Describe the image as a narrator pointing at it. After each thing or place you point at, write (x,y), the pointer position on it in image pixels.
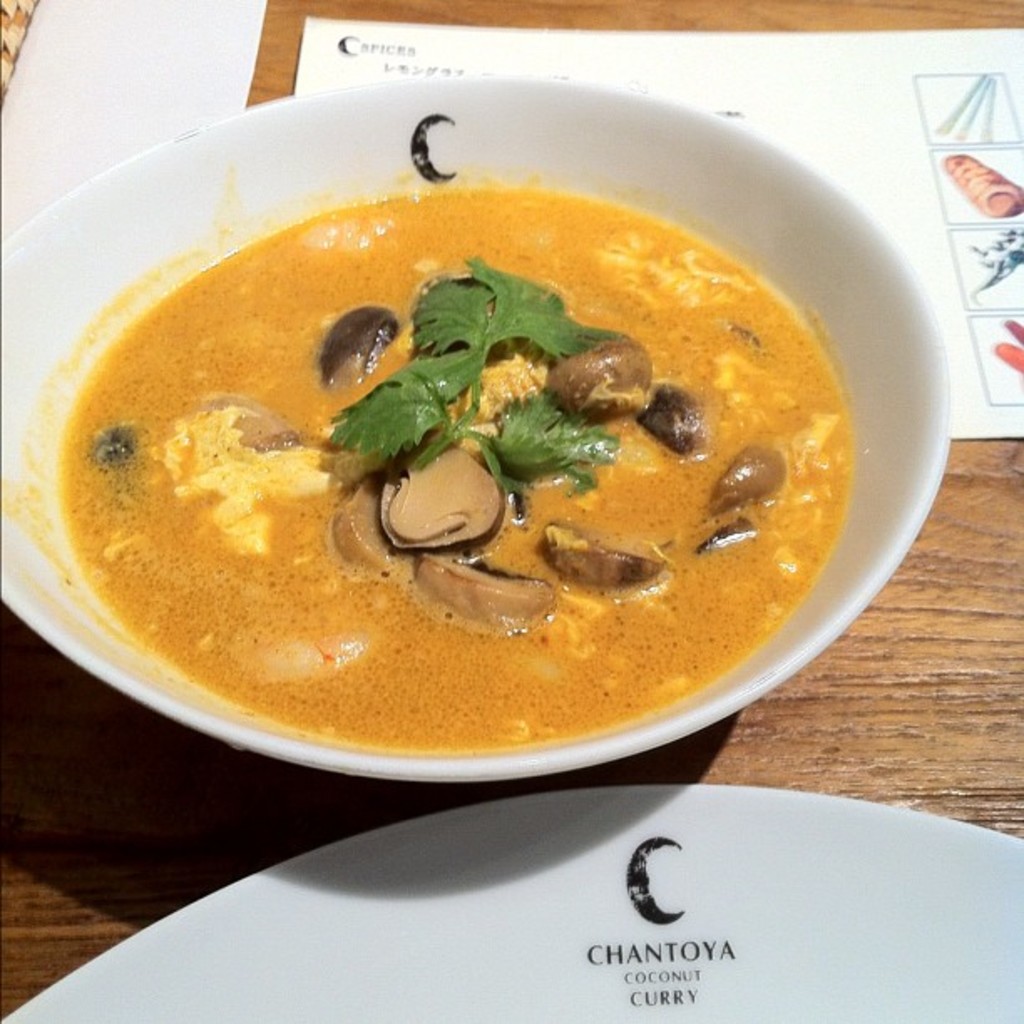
In this image there is a table (412,7), on that table (281,53) there are papers (887,81) and plate (701,871) and a bowl (430,585), in that bowl (519,566) there is food item (397,504).
